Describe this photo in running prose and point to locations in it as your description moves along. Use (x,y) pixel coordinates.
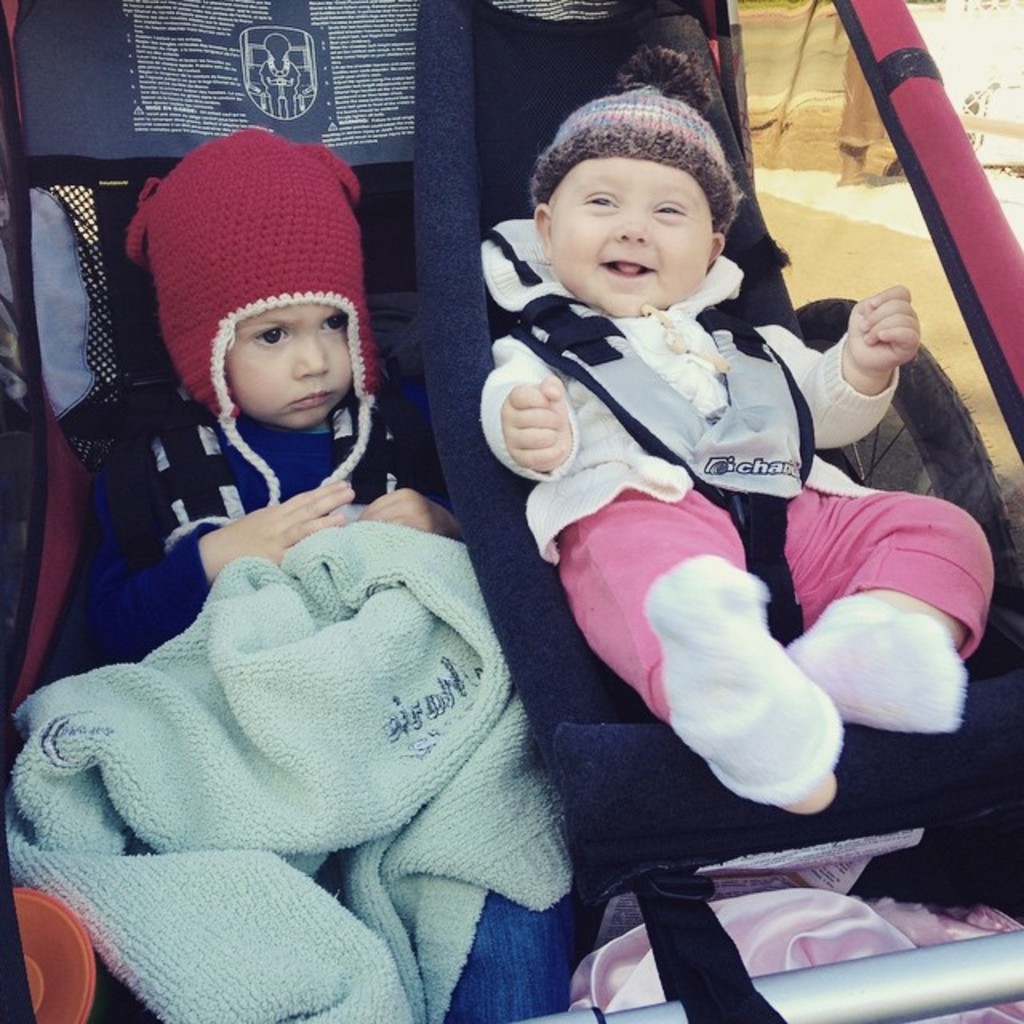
In this image we can see two babies (716,591) wearing a dress (572,450) and caps (220,336) are in a baby carrier (67,656).
